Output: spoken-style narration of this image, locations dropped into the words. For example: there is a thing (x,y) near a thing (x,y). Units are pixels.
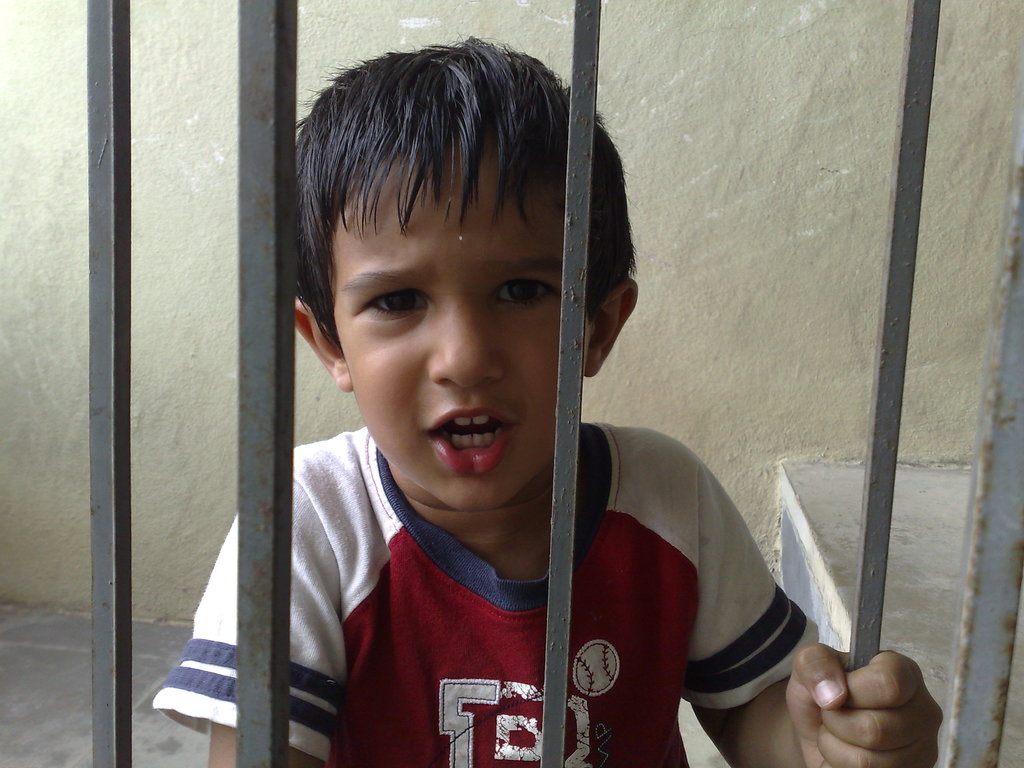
In this image there is a boy (543,602) behind the metal rods (987,632). Behind him there is a wall (811,236).
